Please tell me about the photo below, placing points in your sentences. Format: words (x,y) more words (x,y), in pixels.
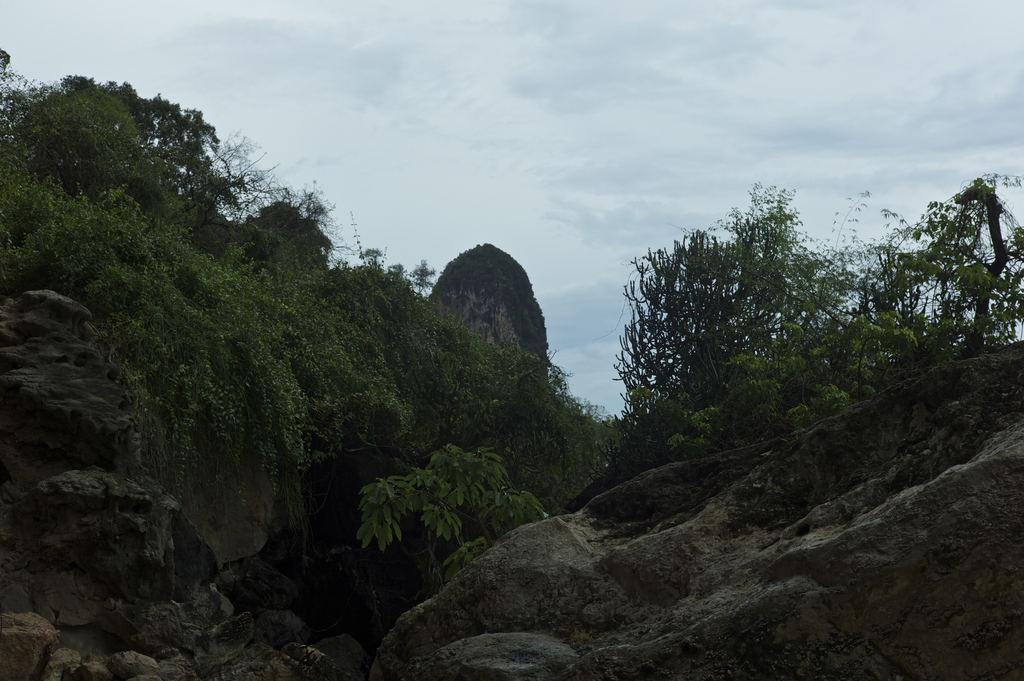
In this image I can see the rock (686,588), few plants (643,451) in green color. In the background (589,183) the sky (548,152) is in blue and white color.
